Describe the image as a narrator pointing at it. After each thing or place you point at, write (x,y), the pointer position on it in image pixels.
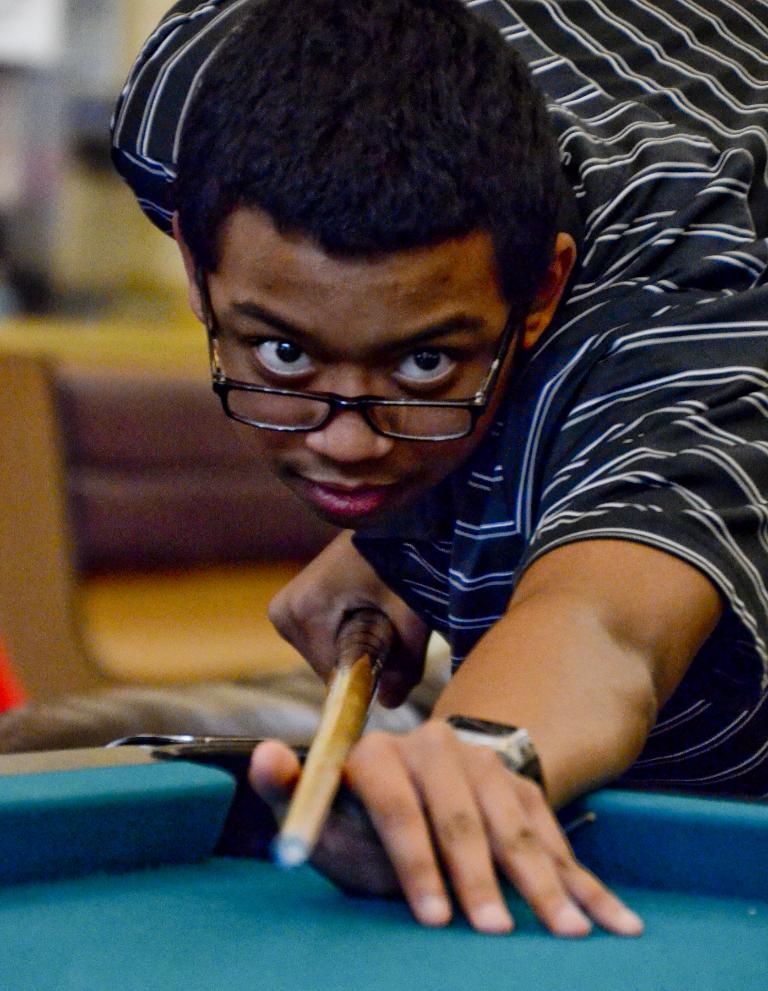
A man (444,484) is playing snooker game.
